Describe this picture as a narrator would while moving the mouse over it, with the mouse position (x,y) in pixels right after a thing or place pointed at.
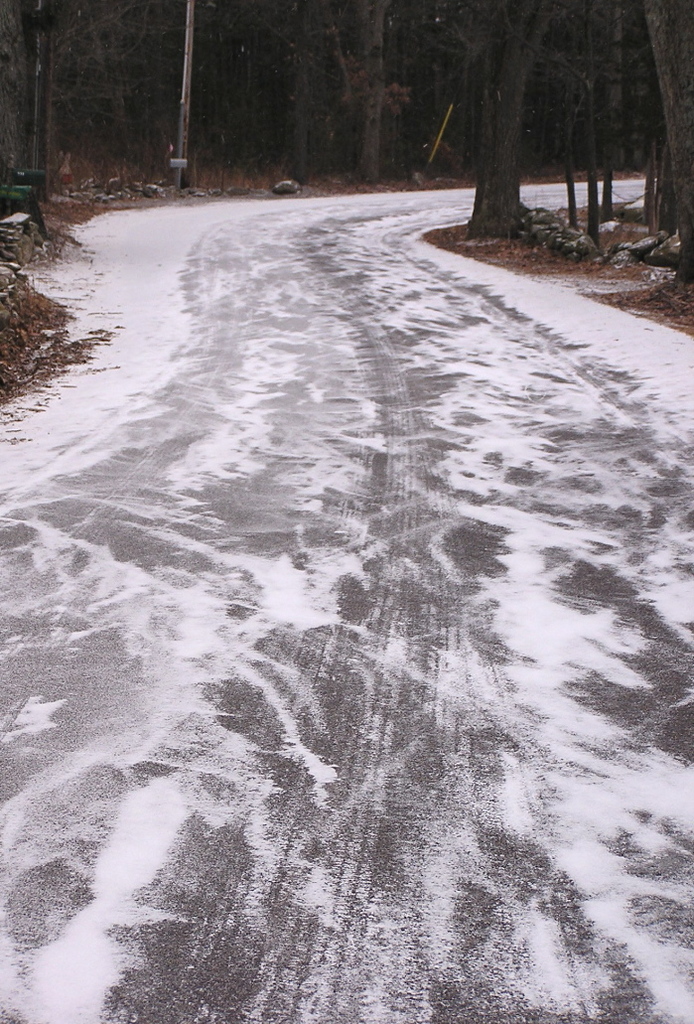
In this image we can see the road (252,690) with frost (234,646). We can also see a group of trees (693,228) and a pole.
